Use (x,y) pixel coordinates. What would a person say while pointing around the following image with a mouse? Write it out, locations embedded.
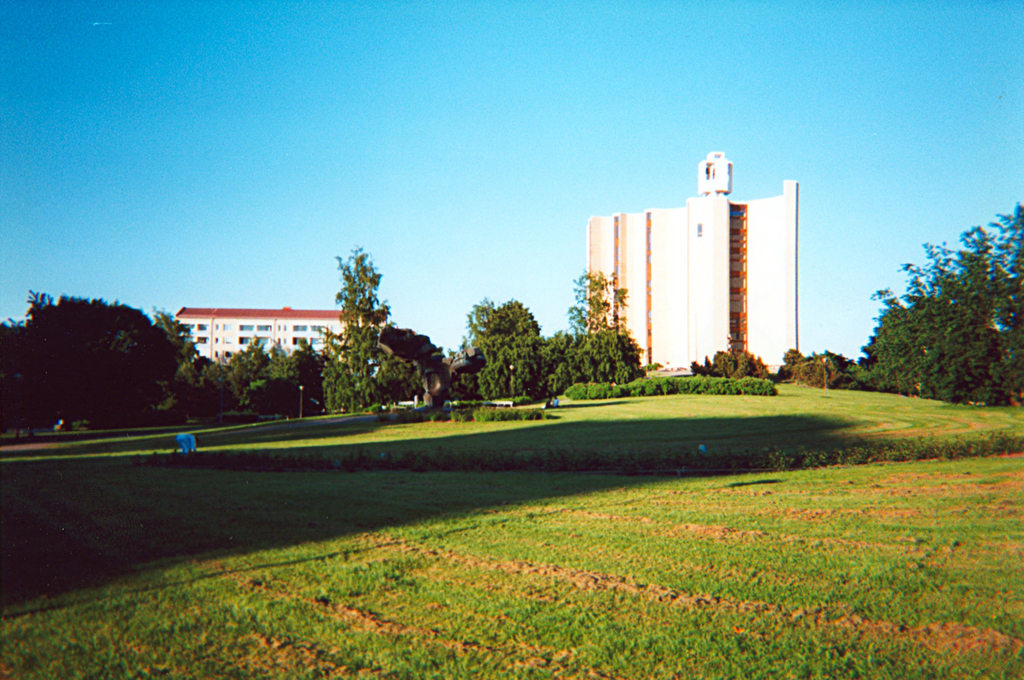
In the foreground (425,462), I can see grass (593,604), plants (595,467), trees (479,371), light poles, a sculpture (449,363) and buildings (637,256). In the background (139,189), I can see the blue sky (264,207). This image taken, maybe during a sunny day.
